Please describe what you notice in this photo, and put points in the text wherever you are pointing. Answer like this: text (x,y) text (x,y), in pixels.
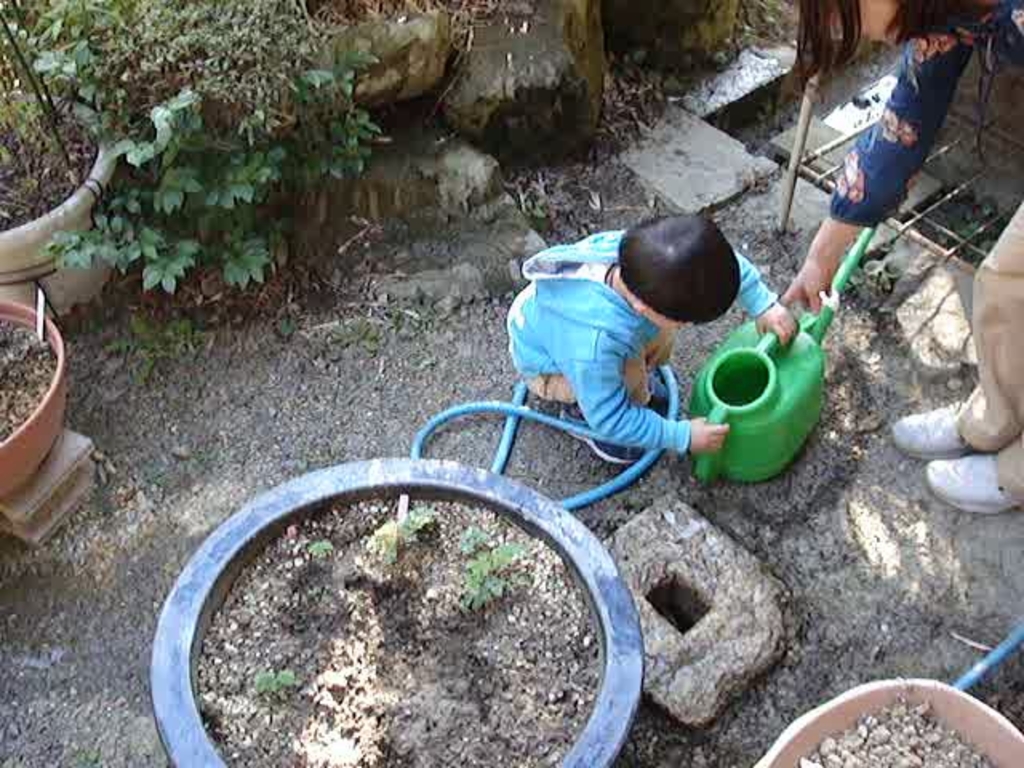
In the picture I can see a child (692,303) holding the green color plastic water can (787,366). I can see the plant pots (24,226). There is a woman (898,93) on the top right side of the picture (887,110). I can see the water pipe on the ground (479,370). I can see the metal grill block (952,168).
